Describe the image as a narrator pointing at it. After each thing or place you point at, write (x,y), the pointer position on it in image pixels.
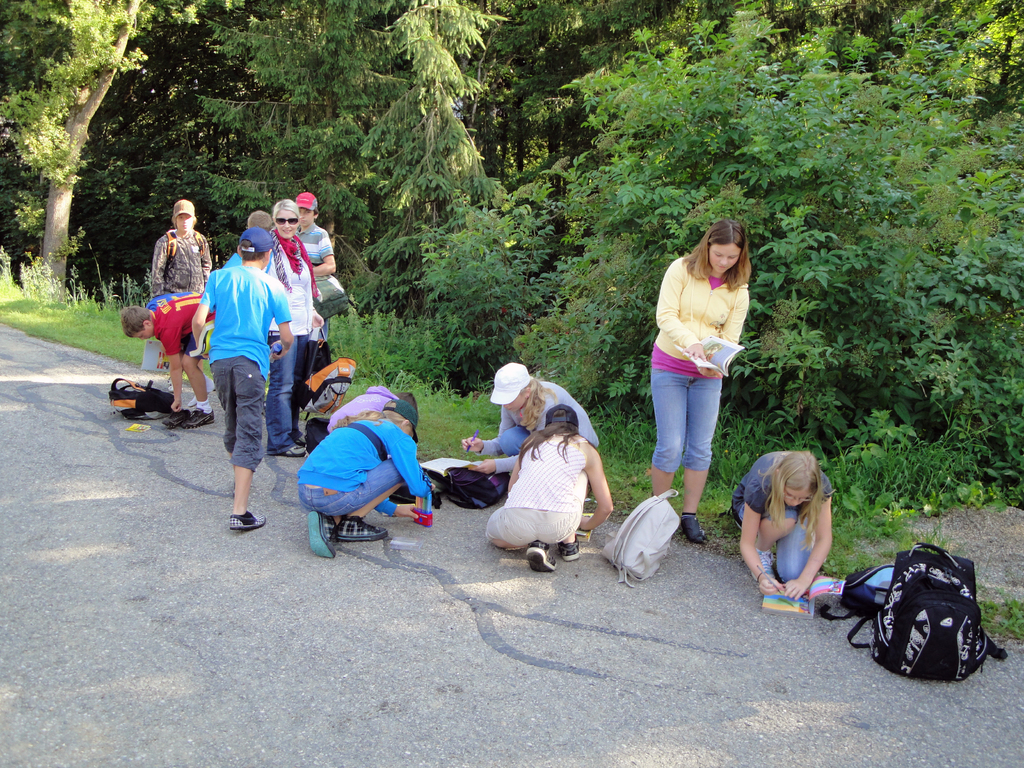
In this image, few peoples (514,526) are there. Few are writing on the books (457,461). Few are standing. They are holding bags (337,294). We can see so many backpacks (946,630) and road (285,632). And background (937,256), we can see so many trees (464,155) and plants (490,344).
